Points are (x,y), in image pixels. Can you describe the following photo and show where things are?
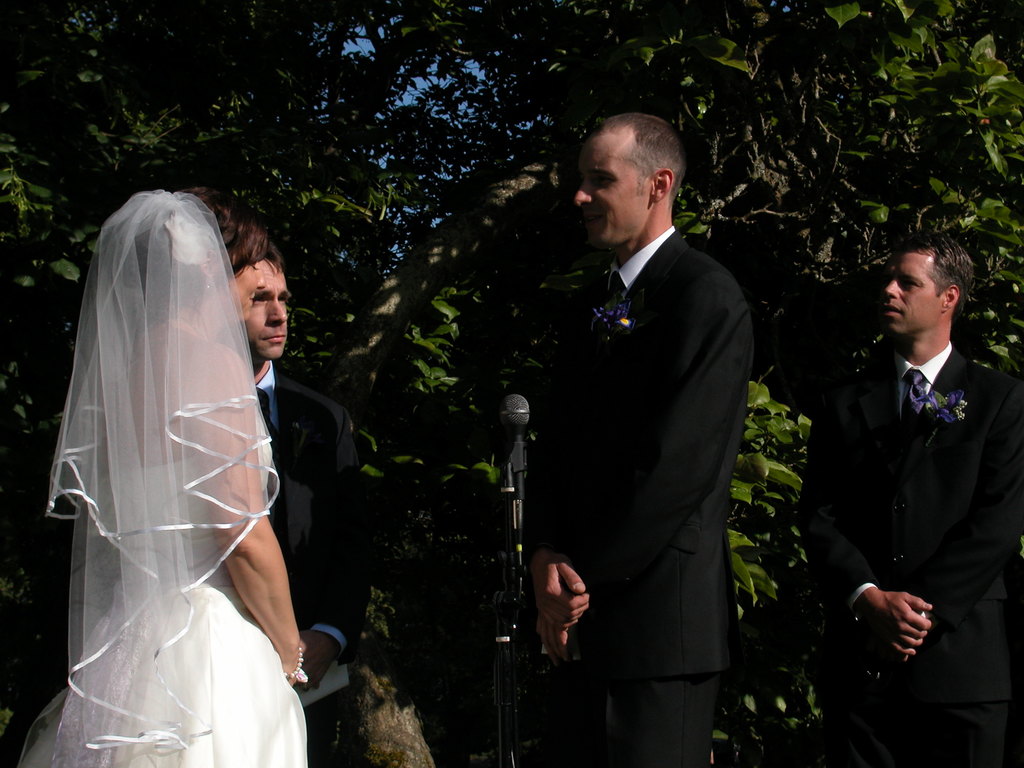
The man (652,462) in the middle of the picture (618,472) wearing black blazer (575,412) is standing in front of the microphone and he is smiling. In front of him, we see the girl (185,453) in white dress (208,611) is standing and she is facing him. Behind him, we see one man (957,465) is standing. In the background (353,257), there are trees (14,355).
